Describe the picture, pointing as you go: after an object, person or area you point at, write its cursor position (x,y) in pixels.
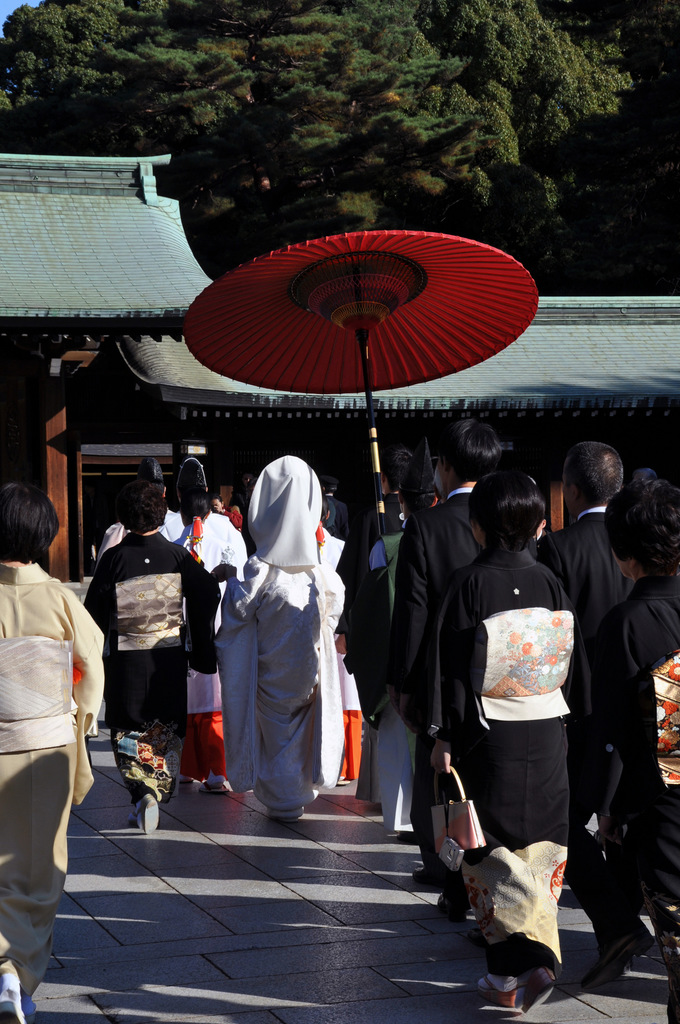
In this picture there are people (320,485) on the right (618,520) and left side of the image (62,660) and there are roofs (125,271) and trees (270,174) in the background area of the image (29,246), there is a red color umbrella (254,267) in the center of the image (239,348).
